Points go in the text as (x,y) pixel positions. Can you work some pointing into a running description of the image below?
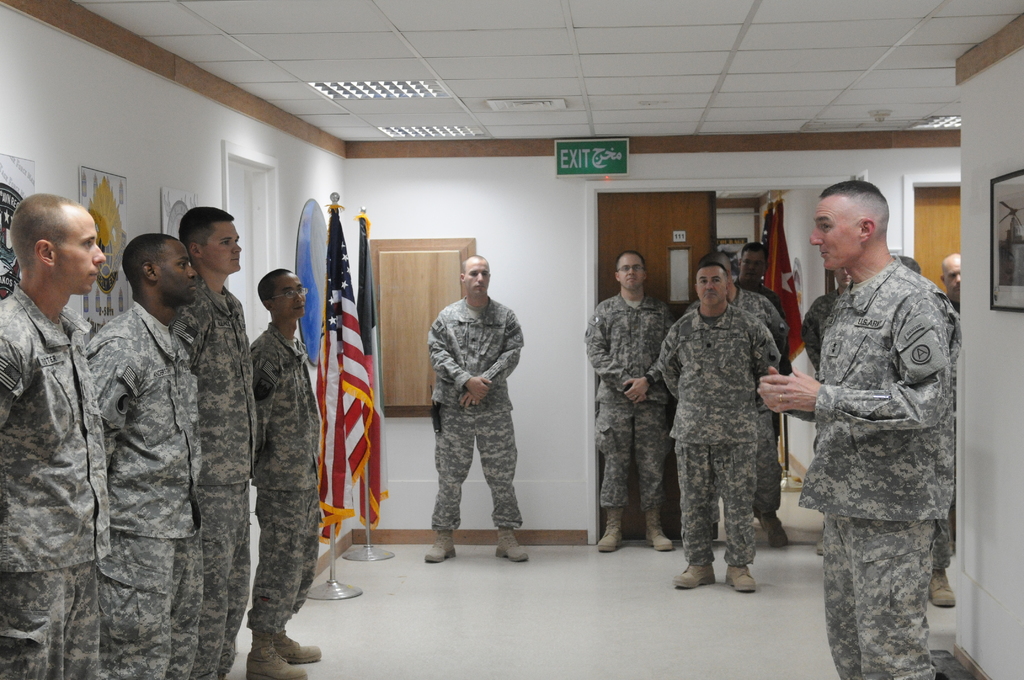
In this image there are people (687,385) standing near the walls (993,444), on that wall (1008,398) there are photo frames (106,176) and there are flags (350,331), at the top (527,57) there is a ceiling (480,91) and there are lights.
